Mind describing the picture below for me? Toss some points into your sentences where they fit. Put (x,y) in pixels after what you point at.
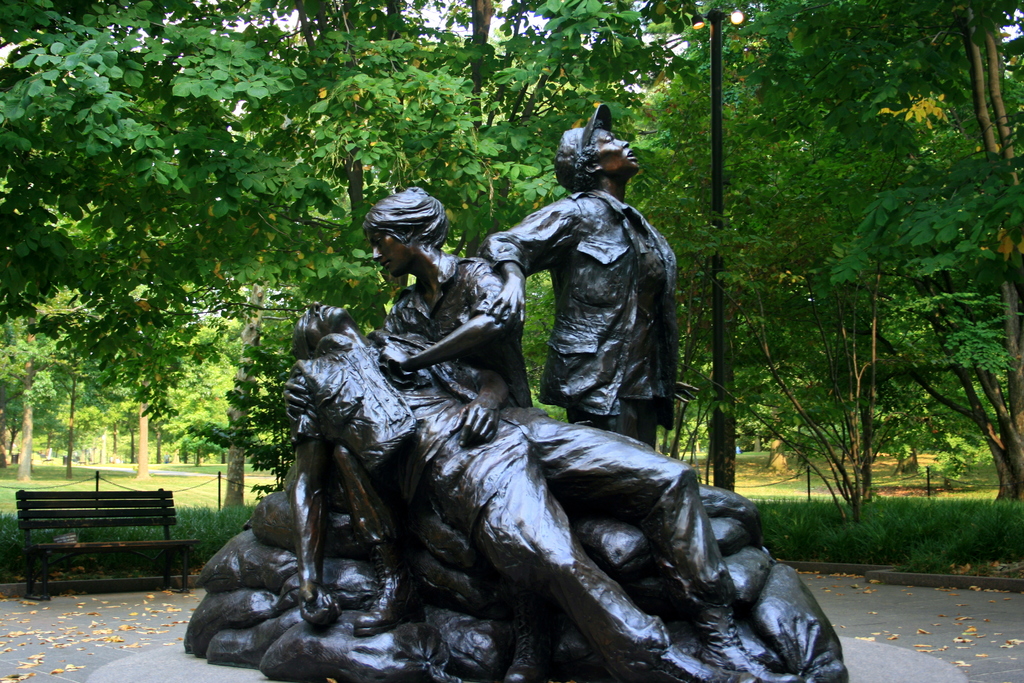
In this picture there is a statue (396,398) of three people (408,392). The first person (307,430) is lying on the second person (460,325), third person (571,215) is putting a hand (506,307) on the second person (488,270). In the background (141,228) there are group of trees (783,451), a bench (188,543) and dried leaves (151,597) etc.
